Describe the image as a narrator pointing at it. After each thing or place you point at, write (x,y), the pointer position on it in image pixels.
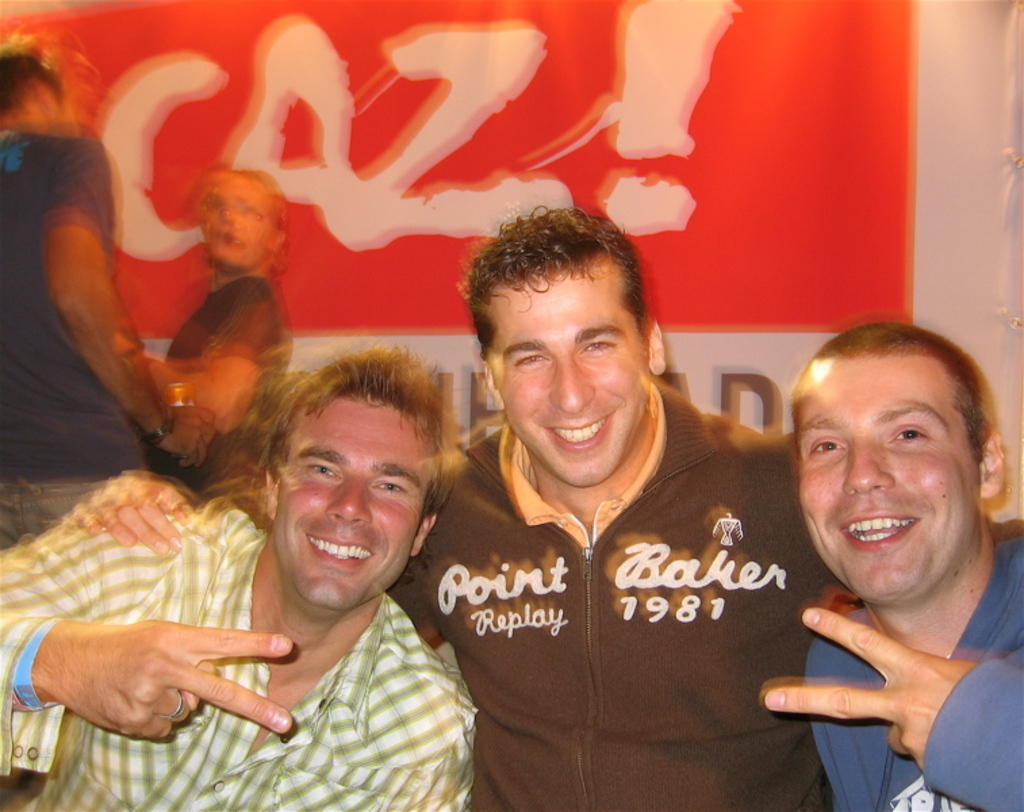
In this image I can see three men (468,511) smiling and giving pose for the picture. On the left side (93,299), I can see two persons (143,361). In the background (760,149), I can see a board (833,179) on which I can see some text (293,81).
